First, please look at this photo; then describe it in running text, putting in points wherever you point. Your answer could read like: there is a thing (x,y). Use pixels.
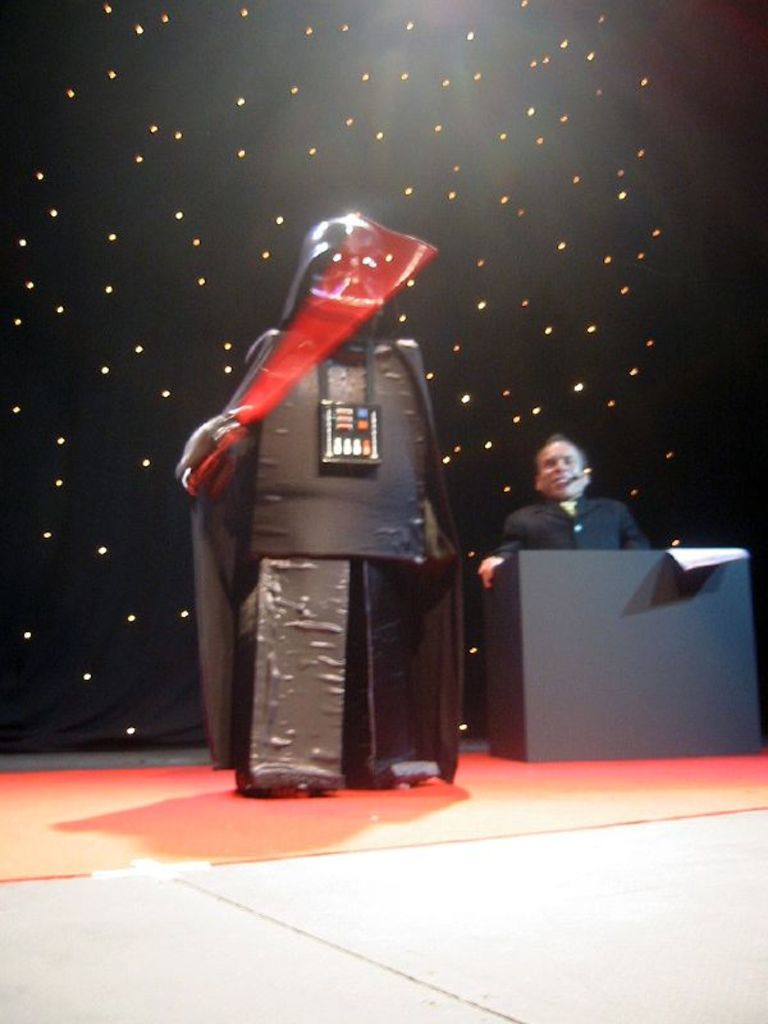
In this image we a man (540,510), table (550,651), paper (716,548) and a statue like robot (396,529). The background (86,649) is dark with some lights (578,383). At the bottom of the image (385,930), we can see the floor (319,877).
